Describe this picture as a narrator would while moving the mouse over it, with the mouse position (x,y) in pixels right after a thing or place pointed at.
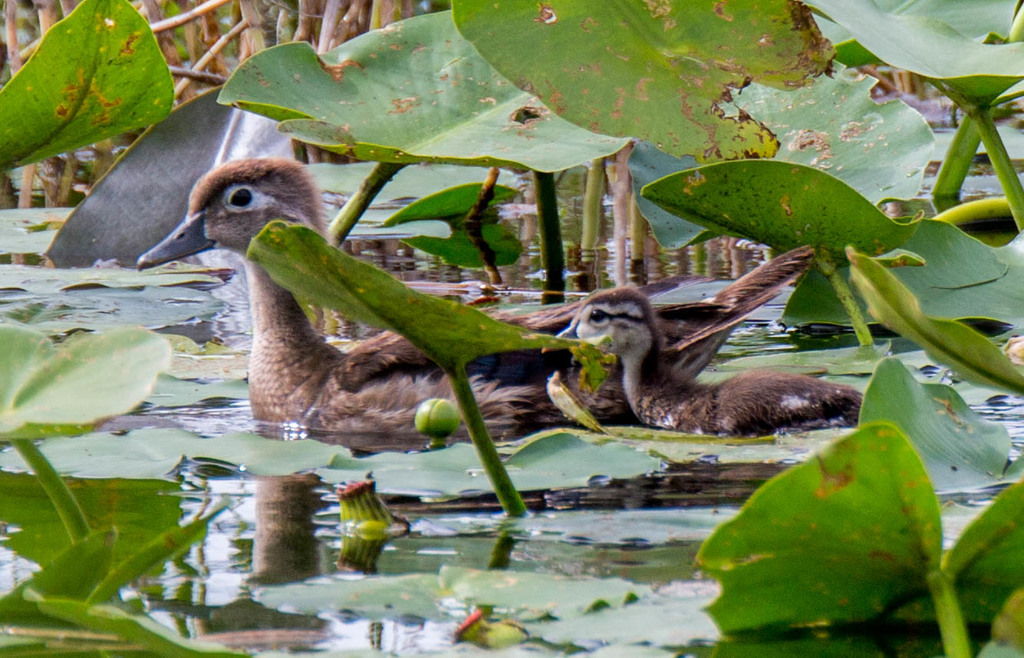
In this picture I can see a duck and a duckling (673,421) in the water (717,466), and there are plants (53,163).
